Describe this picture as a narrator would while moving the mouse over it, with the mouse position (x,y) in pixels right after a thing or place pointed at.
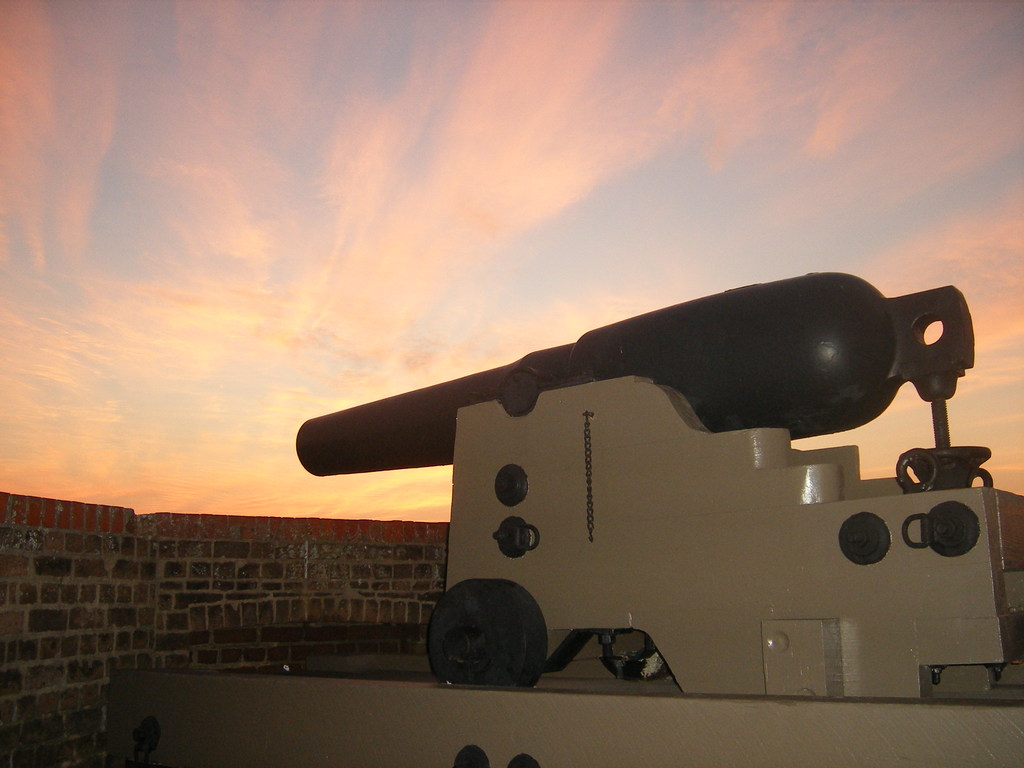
In the background (743,58) we can see the sky (302,79) and the wall (167,533). In this picture we can see a cannon (772,306).
